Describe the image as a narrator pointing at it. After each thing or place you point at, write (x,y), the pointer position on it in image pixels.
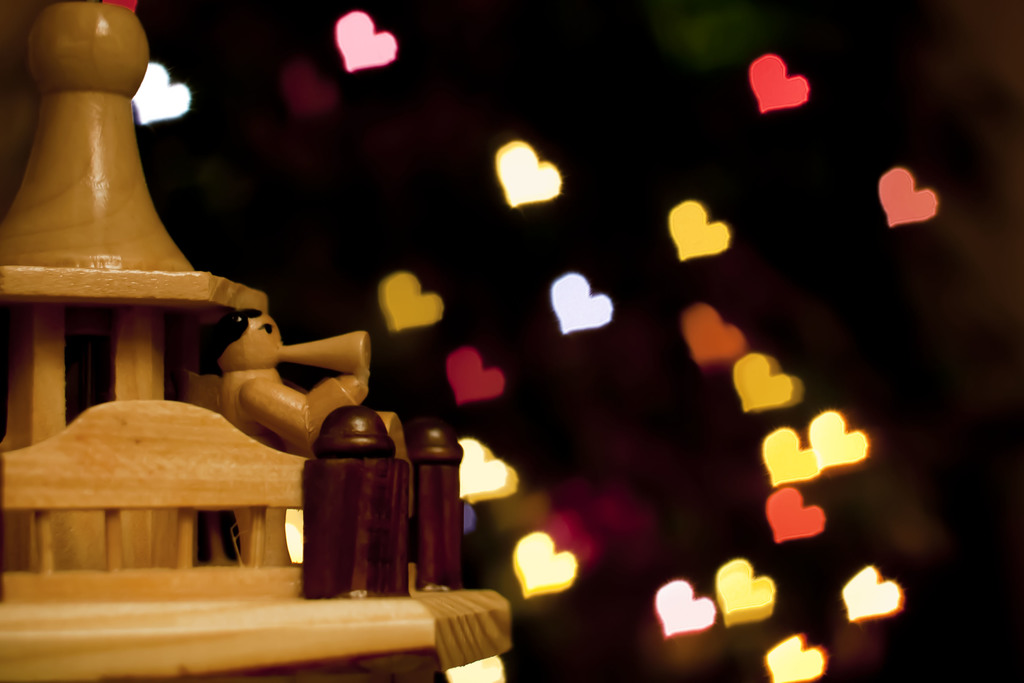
In this picture, there is a wooden toy (146,466) towards the left (125,404). Towards the right (704,312), there are heart shaped lights (724,586).
